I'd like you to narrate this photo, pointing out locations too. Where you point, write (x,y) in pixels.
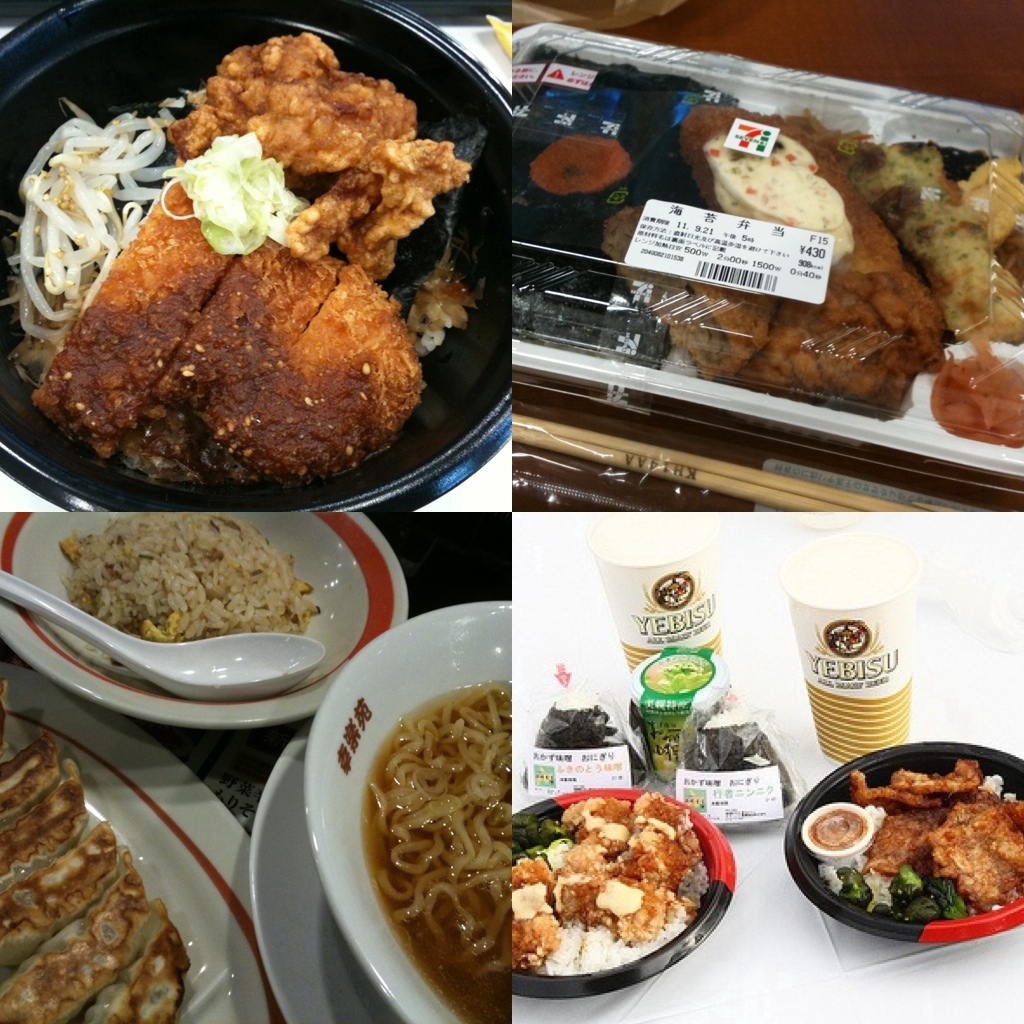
In this image we can see collage pictures, in those pictures, there are some food items (268,268) in the bowls (186,500), there are, some glasses (814,649), spoon (276,653), also we can see some food items (95,889) in the plate (18,735), also we can see a food packet (679,333).
